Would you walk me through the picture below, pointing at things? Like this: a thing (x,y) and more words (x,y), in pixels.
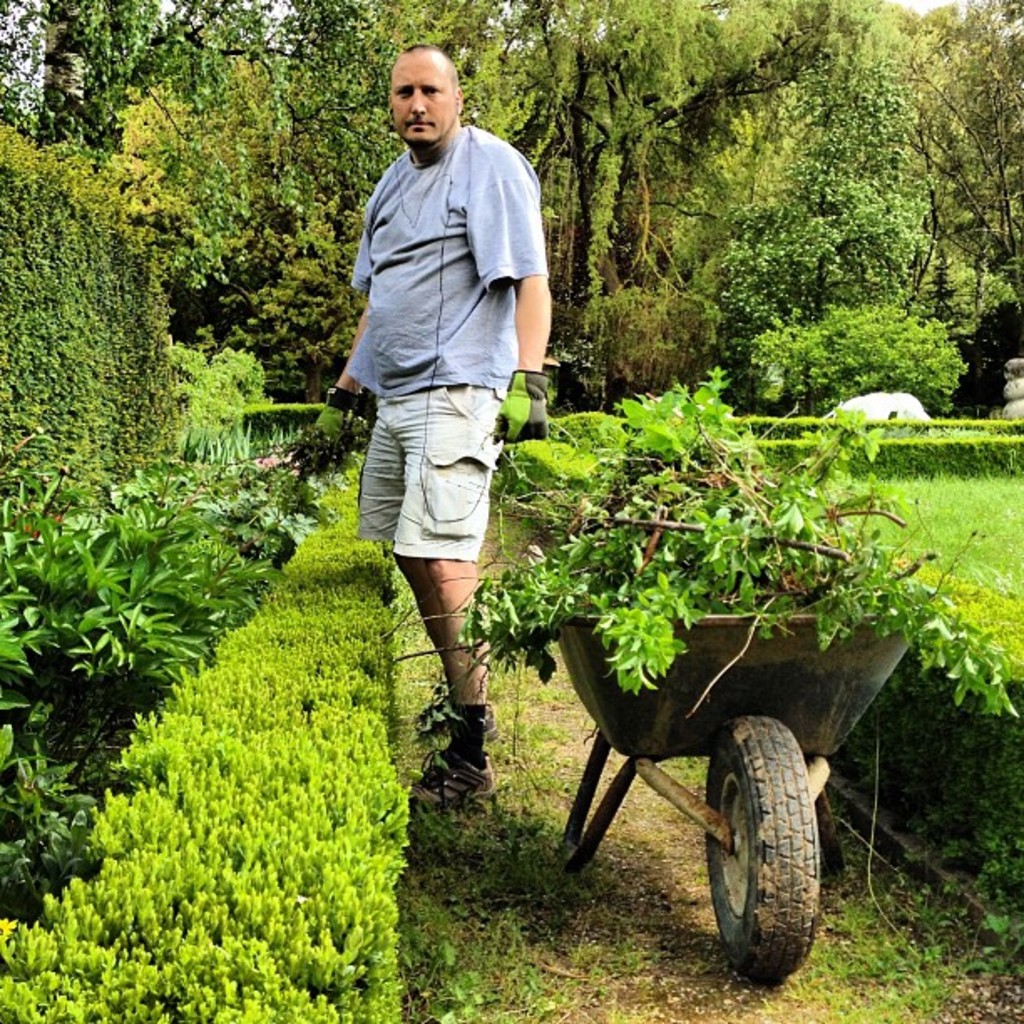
In the picture we can see garden (959,313) with some path (571,728) and on it we can see a wheelbarrow (763,858) and a man (526,402) standing behind it, he is wearing a T-shirt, gloves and shoes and the garden (949,383) is covered with grass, plants (883,608) and trees (619,369).
